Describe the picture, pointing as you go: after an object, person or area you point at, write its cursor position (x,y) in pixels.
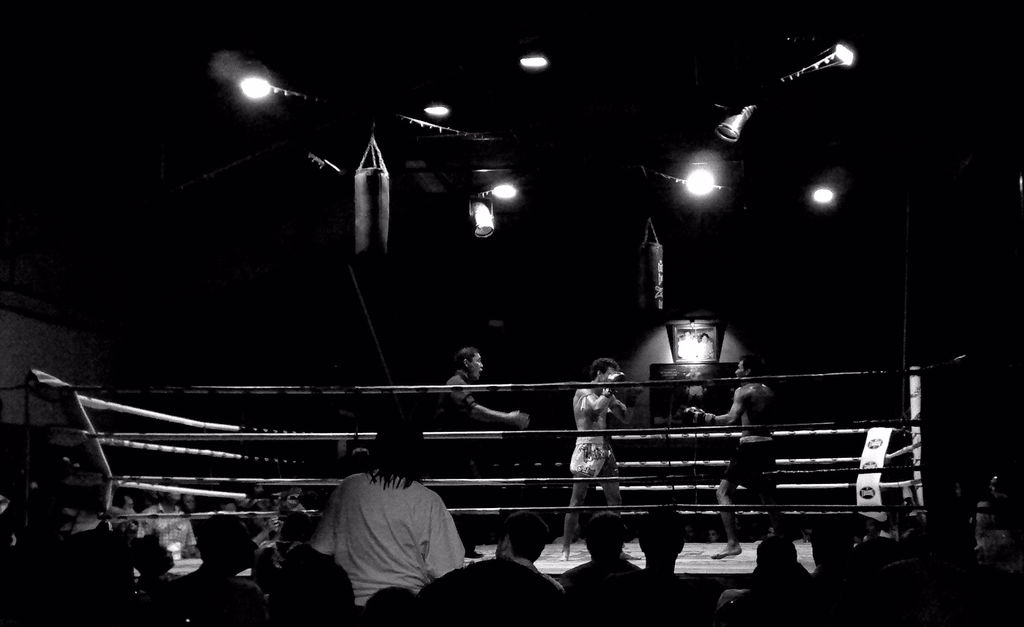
At the bottom of this image (498,555), there are persons (366,523). In front of them, there are three persons (473,362) on a stage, which is having a fence (919,388). Above them, there are lights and other objects (647,236) attached to the roof (253,57). And the background (178,301) is dark in color.
